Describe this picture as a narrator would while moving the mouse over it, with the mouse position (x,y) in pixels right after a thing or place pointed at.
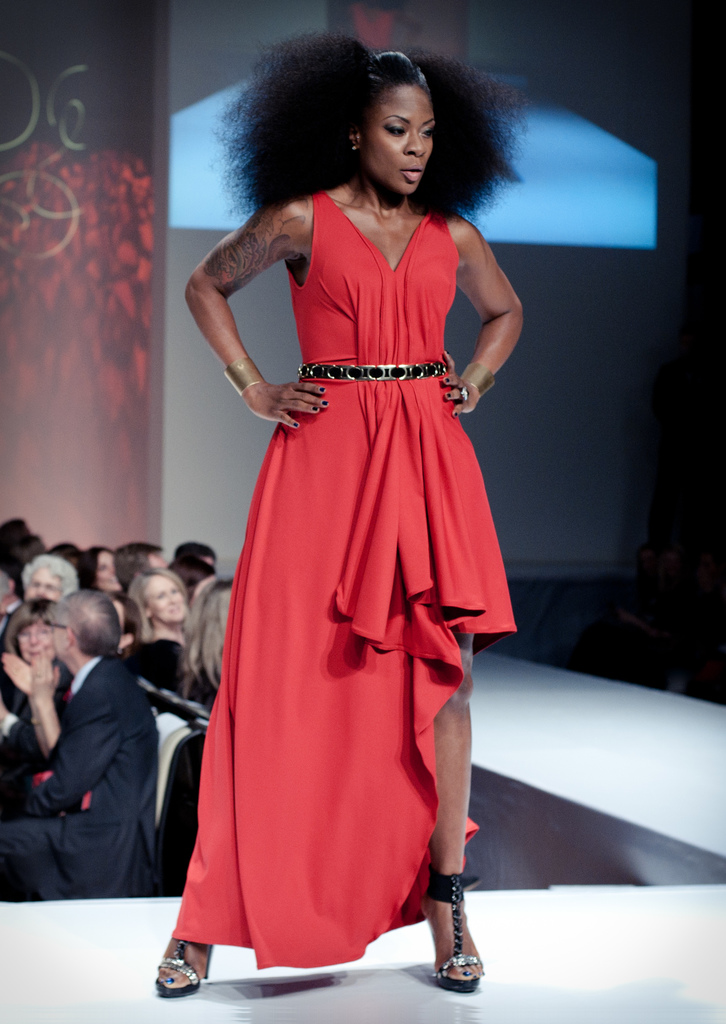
In this image, there is a person (209,345) wearing clothes (339,361) and standing on the ramp (513,948). There are some persons (75,663) on the left side of the image (76,605).
